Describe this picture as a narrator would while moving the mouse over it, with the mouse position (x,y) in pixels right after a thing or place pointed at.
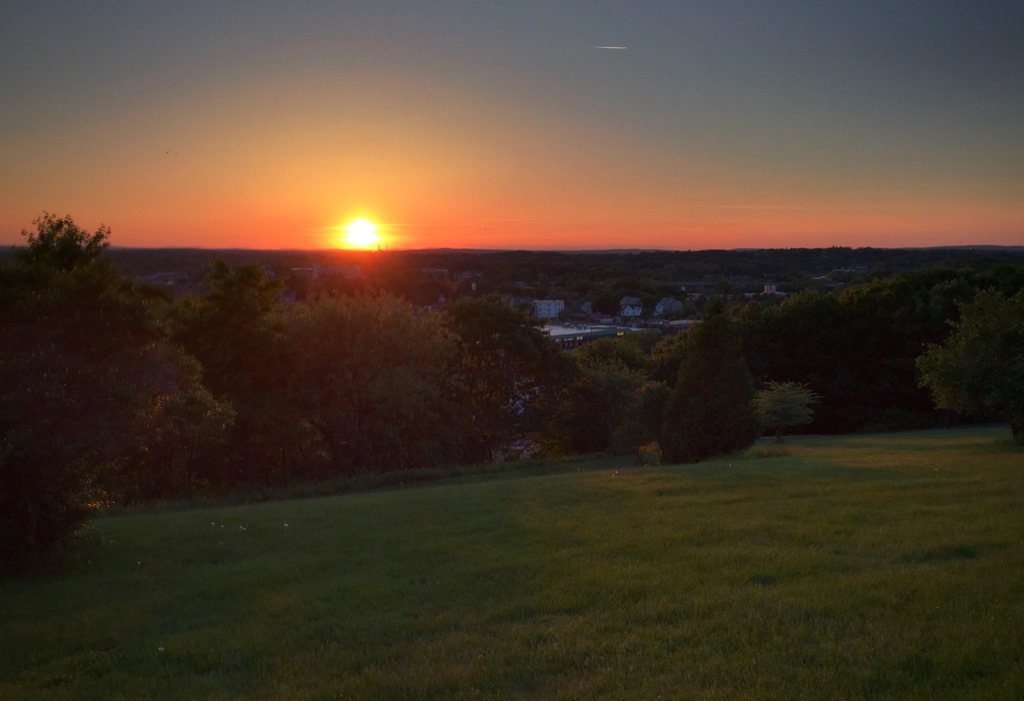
This is an outside view. At the bottom of the image (601,624) I can see the grass (632,616) on the ground (361,626). In the middle of the image (544,340) there are many trees (407,377) and few buildings (584,307). At the top of the image (492,128) I can see the sky (447,126) along with the sun (359,234).
